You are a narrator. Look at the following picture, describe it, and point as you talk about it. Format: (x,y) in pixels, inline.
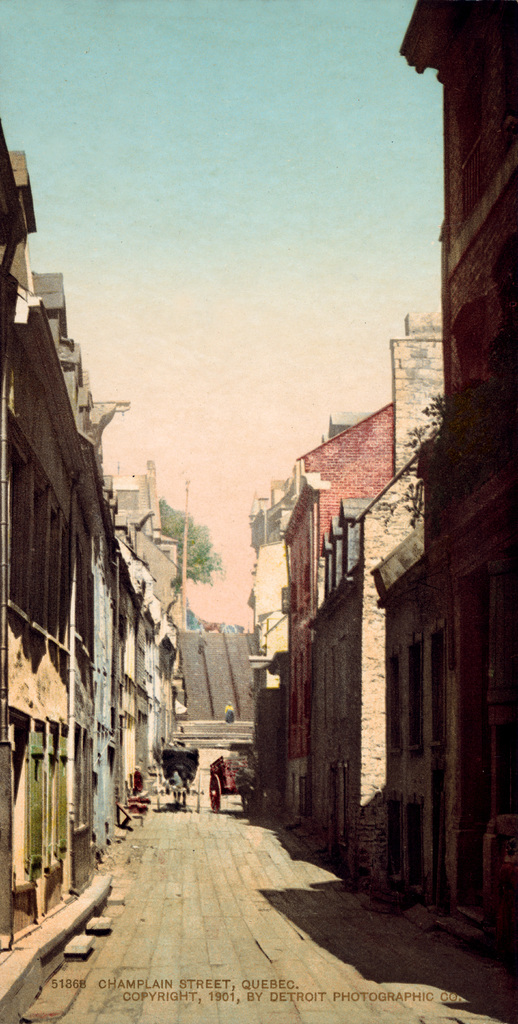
This is an outside view. At the bottom (181,774) there are two carts (211,800) on the road (209,933). On both sides of the road (200,917) there are many buildings (336,684). In the background (191,554) there are few poles (185,577) and trees (202,540). At the top of the image (246,212), I can see the sky (281,245). At the bottom of this image (208,998) there is some text (217,999).
